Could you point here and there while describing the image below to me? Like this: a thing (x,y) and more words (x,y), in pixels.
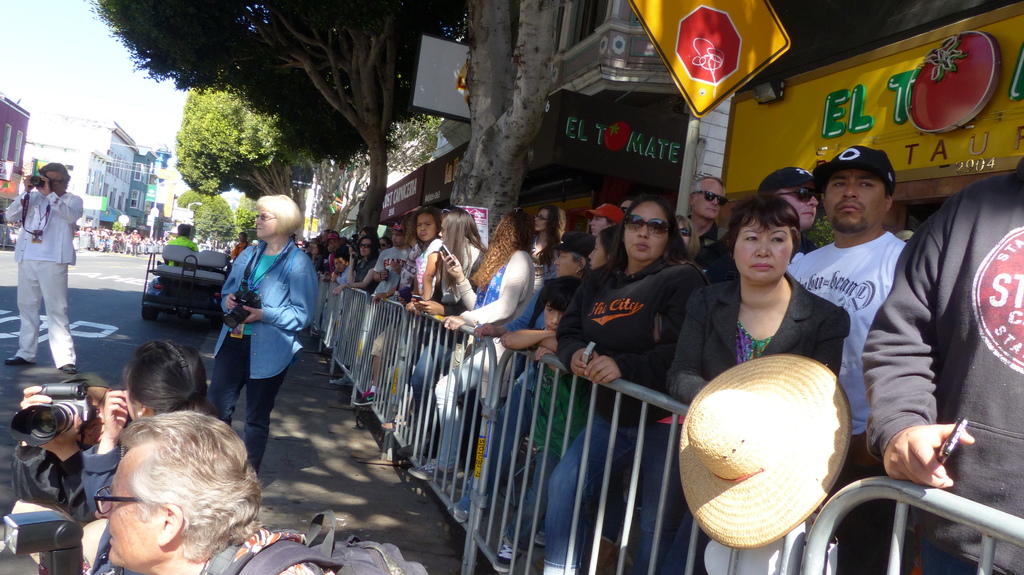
This image is clicked on the road (102,338). To the right (694,329) there are many people (602,319) standing. In front of them there is a railing (487,416). Behind them there are buildings (593,115). There are boards (649,159) with text (913,146) on the buildings (741,91). In front of the railing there are a few people (91,469) sitting on the ground (270,490) and they are holding cameras (29,532) in their hands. There are two people (73,232) standing on the ground (133,277). Behind them there is a vehicle (172,269). In the background (119,137) there are buildings (3,128) and trees (183,135). In the top left (50,50) there is the sky (67,48).
